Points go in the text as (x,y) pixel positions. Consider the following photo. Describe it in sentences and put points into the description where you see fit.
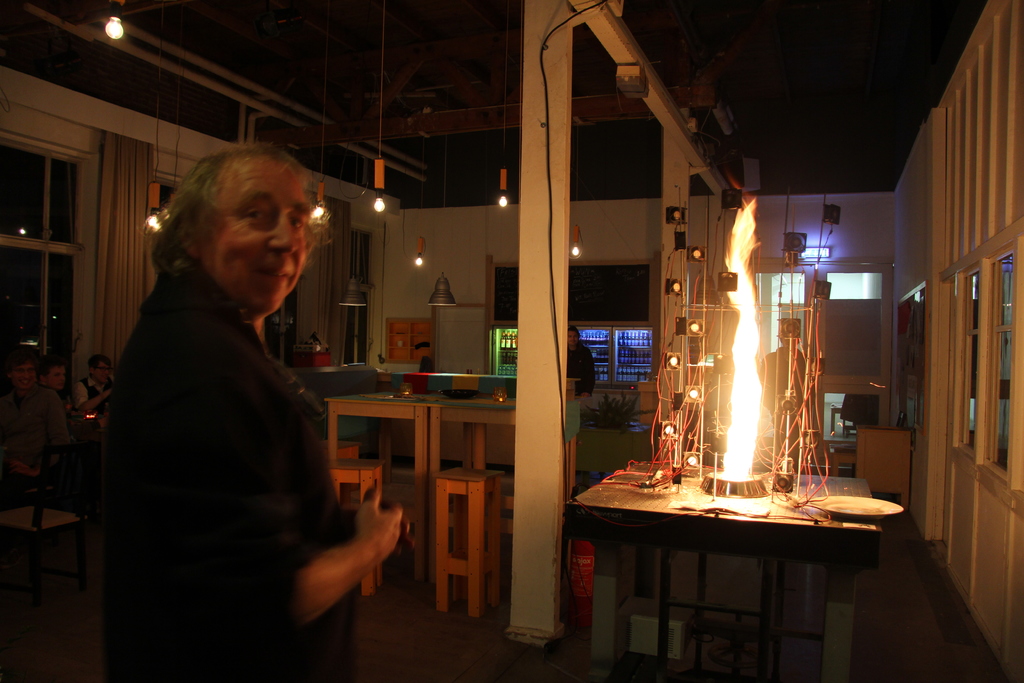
In this image I see a man (139,354) over here who is smiling and I see the fire (752,227) over here and I see few things (675,433) on this table (714,497). In the background (453,321) I see few more people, stools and more tables (352,416) and I see the lights (377,180) and I see the wall (955,163) and the ceiling (498,123).
